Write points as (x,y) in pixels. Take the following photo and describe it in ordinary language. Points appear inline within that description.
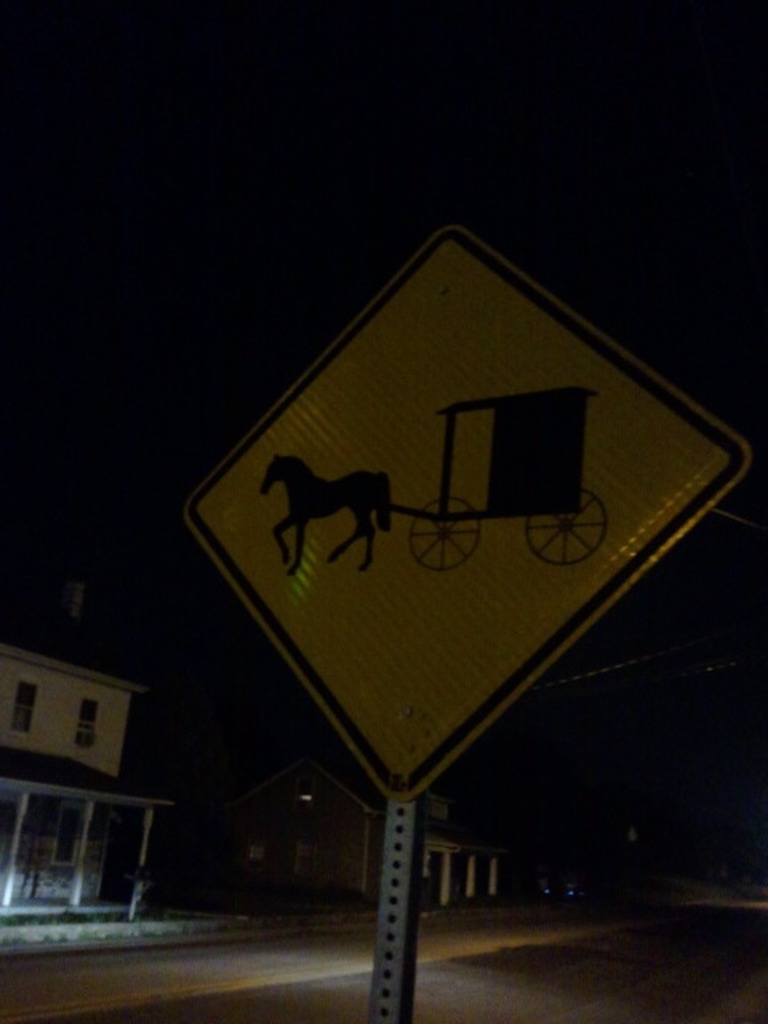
In this picture we can see a signboard (582,491) on the pole (410,917). There are a few houses (41,856) in the background (93,668). We can see a dark background (184,608).
